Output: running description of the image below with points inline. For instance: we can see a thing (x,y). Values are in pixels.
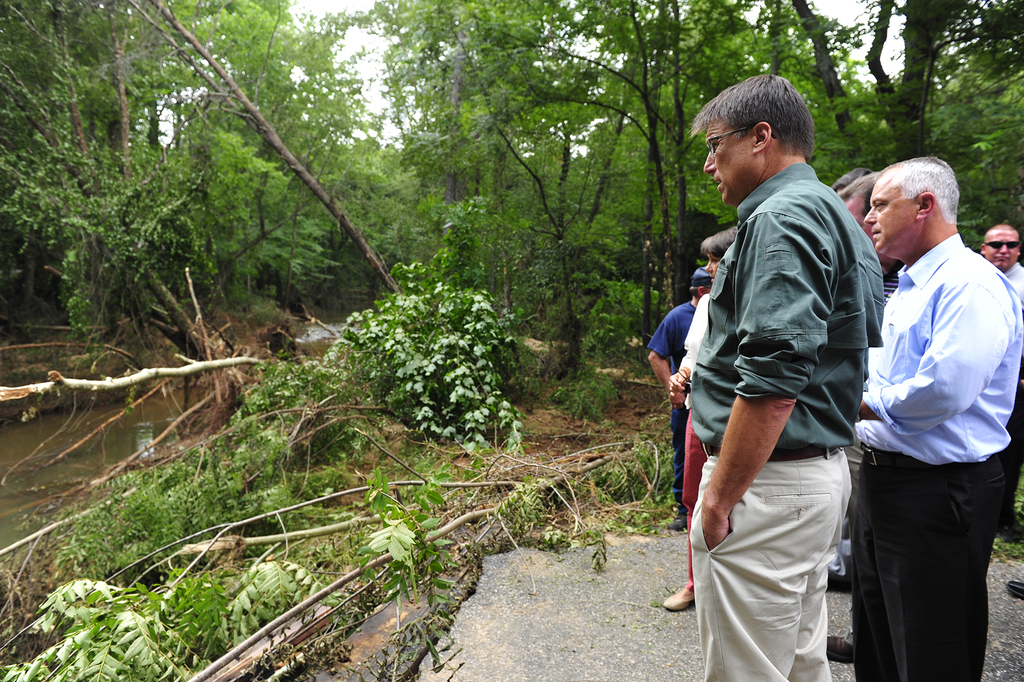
In this image we can see these people (814,344) are standing on the road (654,645). Here we can see a few trees (438,527) has fallen on the ground (462,464), we can see water (72,456), trees (301,222) and the sky (355,50) in the background (355,50).
